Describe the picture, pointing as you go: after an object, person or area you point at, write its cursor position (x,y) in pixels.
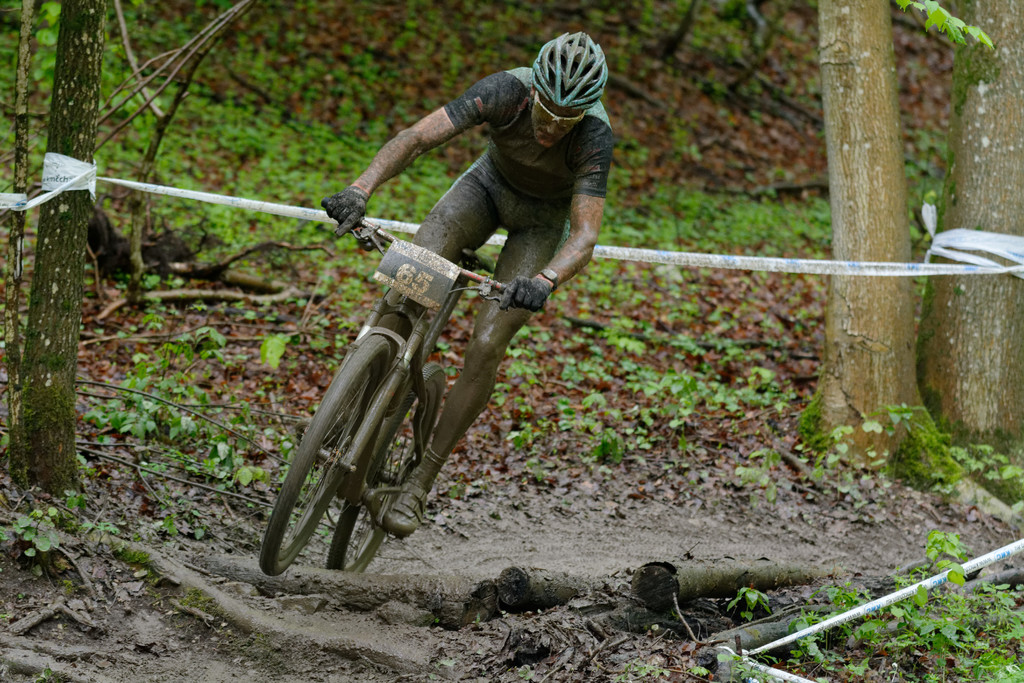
As we can see in the image there is grass (170,212), a man (576,120) wearing helmet (572,80) and riding bicycle (401,399). On the right side (901,218) there are tree stems (948,309).
